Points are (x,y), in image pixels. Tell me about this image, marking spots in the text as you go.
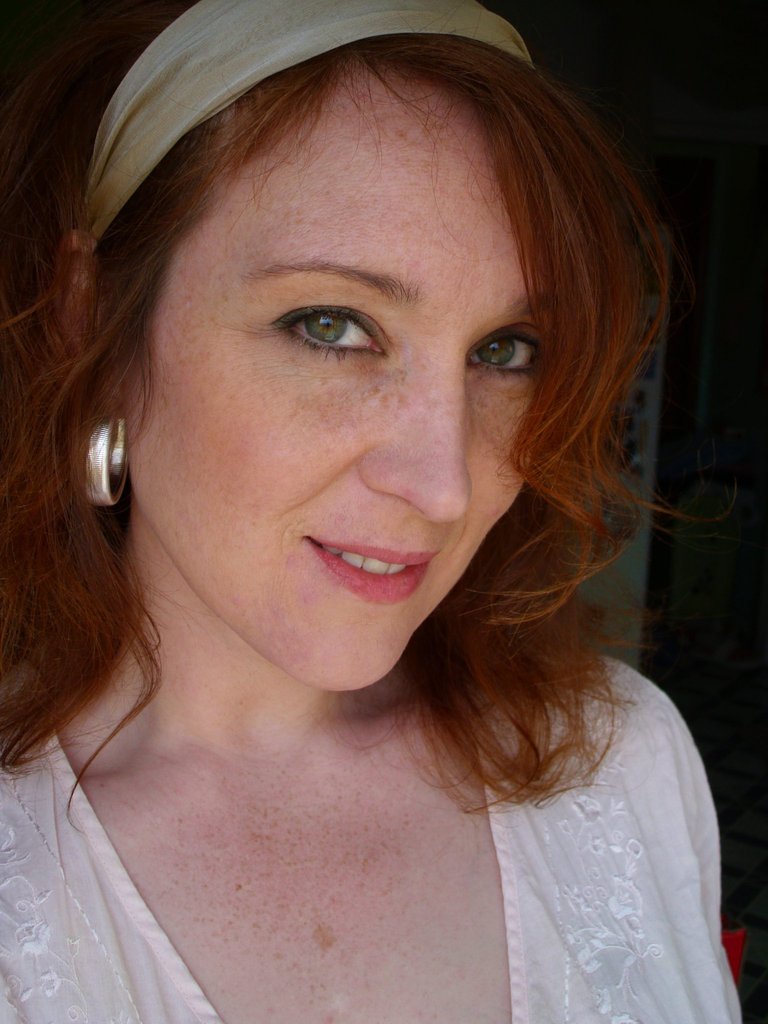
In this picture I can see a woman (425,693) with a smile on her face (384,645).
